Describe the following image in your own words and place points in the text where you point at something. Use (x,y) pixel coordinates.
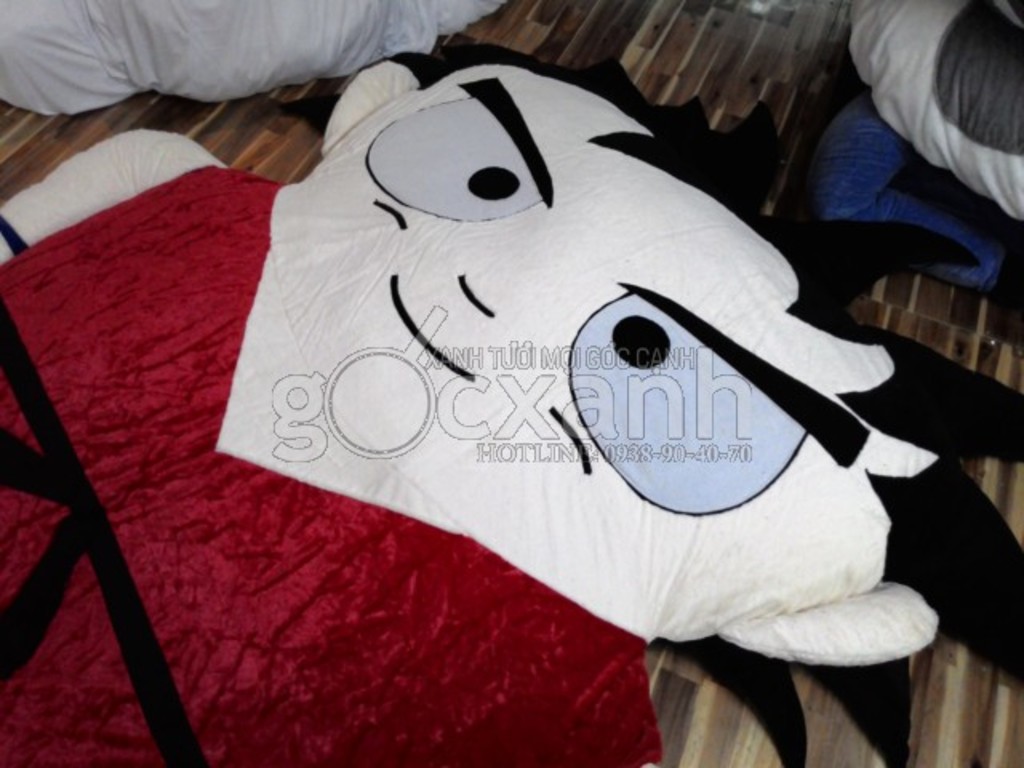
In this image, I can see a toy (513,584) of a person (562,665) on the floor (597,18). At the top of the image (331,42), there are two objects (952,87). In the center of the image (467,363), I can see a watermark (511,461).
